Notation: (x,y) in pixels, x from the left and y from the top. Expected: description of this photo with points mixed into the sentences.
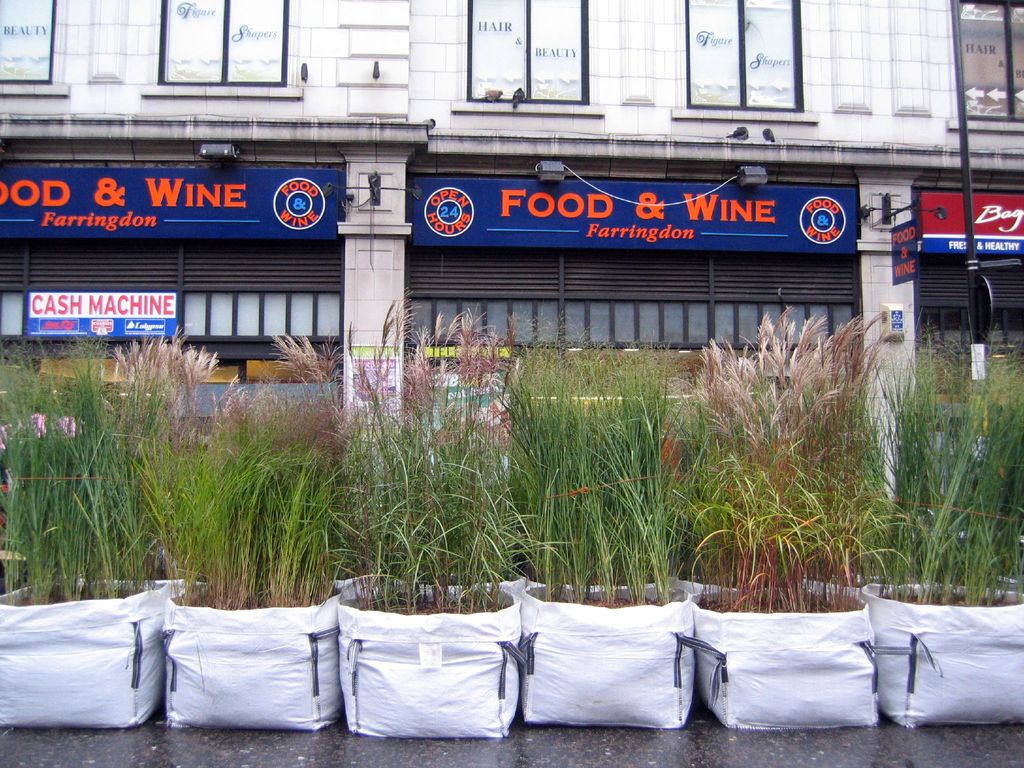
There are white covers (549,620). On that there are plants (407,498). In the background (482,49) there is a building (606,63) with windows (219,51), name boards (467,182) and pillars (362,326).
